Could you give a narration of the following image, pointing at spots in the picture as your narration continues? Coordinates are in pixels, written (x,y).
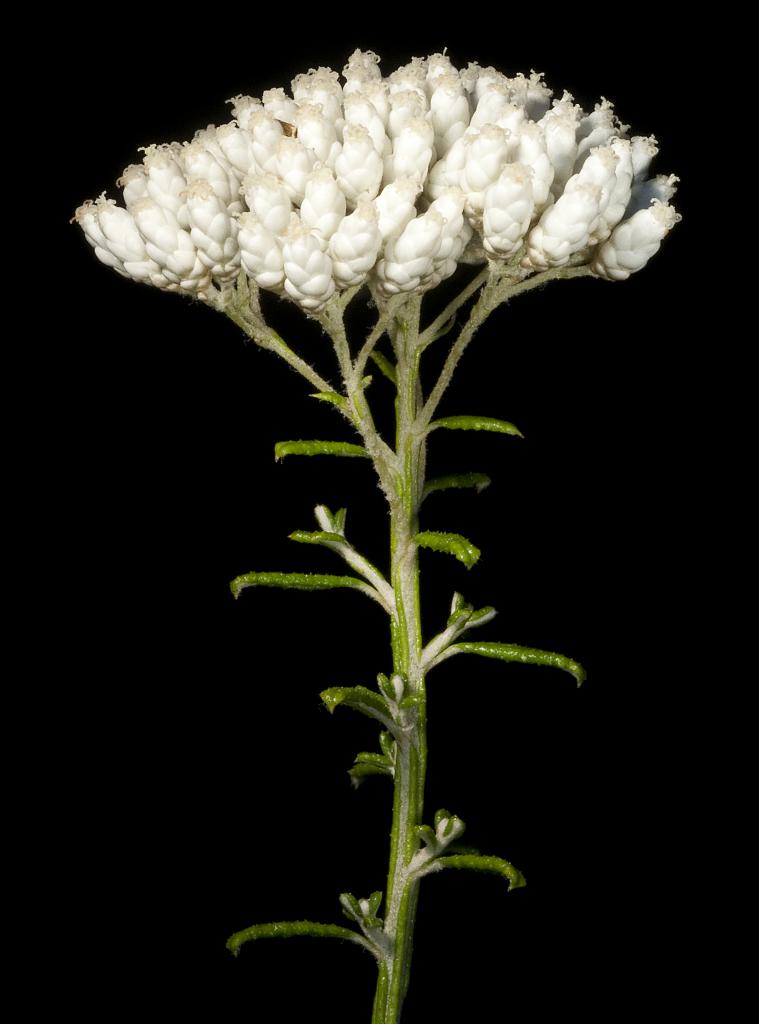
In this image we can see many buds (404,226) to a plant (411,227). There is a dark background (607,800) in the image.
